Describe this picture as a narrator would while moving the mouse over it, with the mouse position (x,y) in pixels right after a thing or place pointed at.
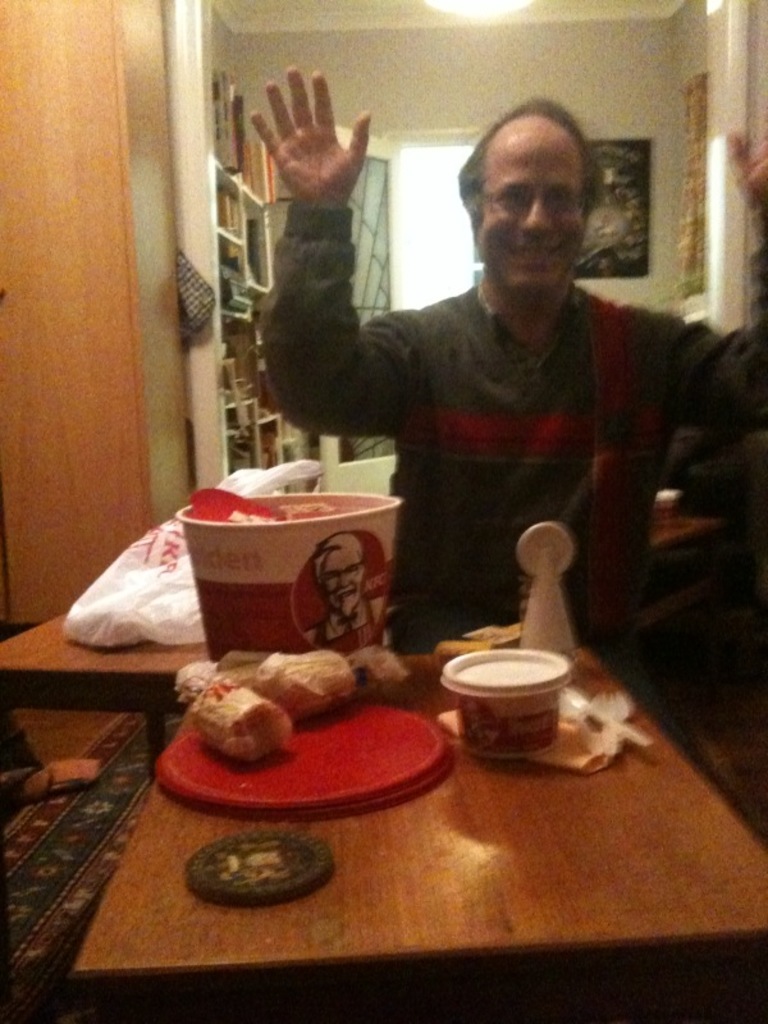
A man (449,368) is sitting at a table (286,920) with eatables (308,704) on it.
